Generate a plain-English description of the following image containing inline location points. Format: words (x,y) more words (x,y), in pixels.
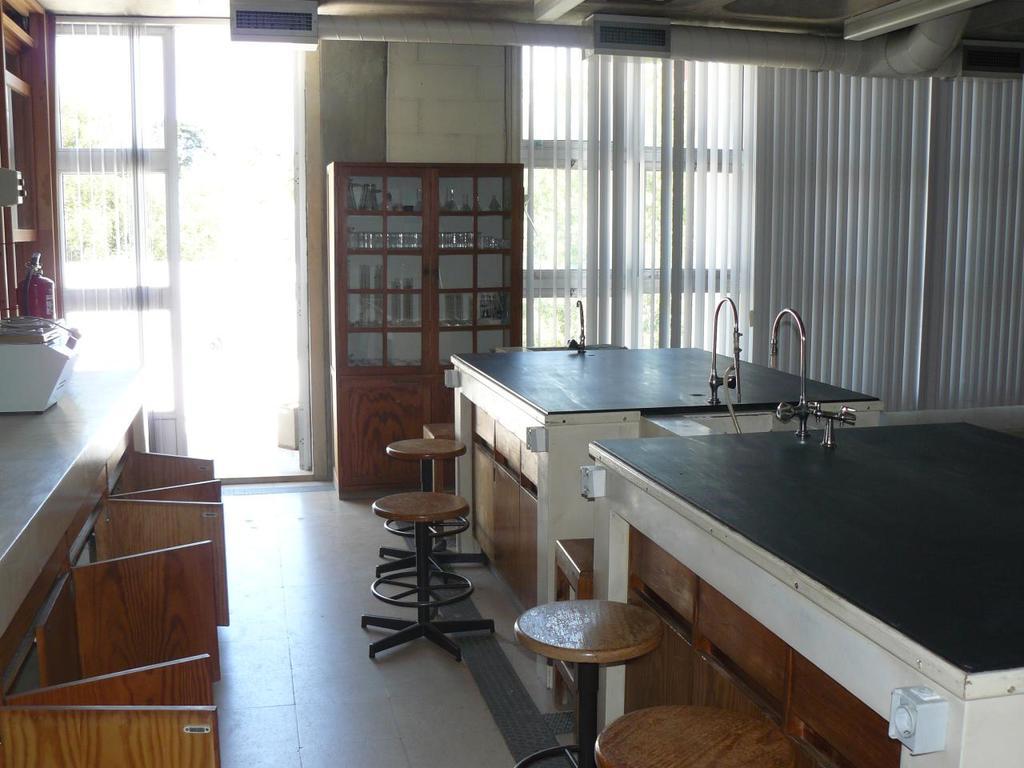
This picture is clicked inside the room (509,539). On the right side of the picture (933,449), we see two black tables (626,453). In between them, we see a sink (687,430). Beside the table (469,489), there are chairs (625,725). On the left side (128,418), we see a counter top (24,438) on which machine (42,361) and fire extinguisher (51,291) are placed. Beside that, we see a cupboard (22,151) and a glass door (67,233) from which we can see trees (112,235). Beside that, we see a cupboard (509,270), window (559,317) and window blinds (572,250).
